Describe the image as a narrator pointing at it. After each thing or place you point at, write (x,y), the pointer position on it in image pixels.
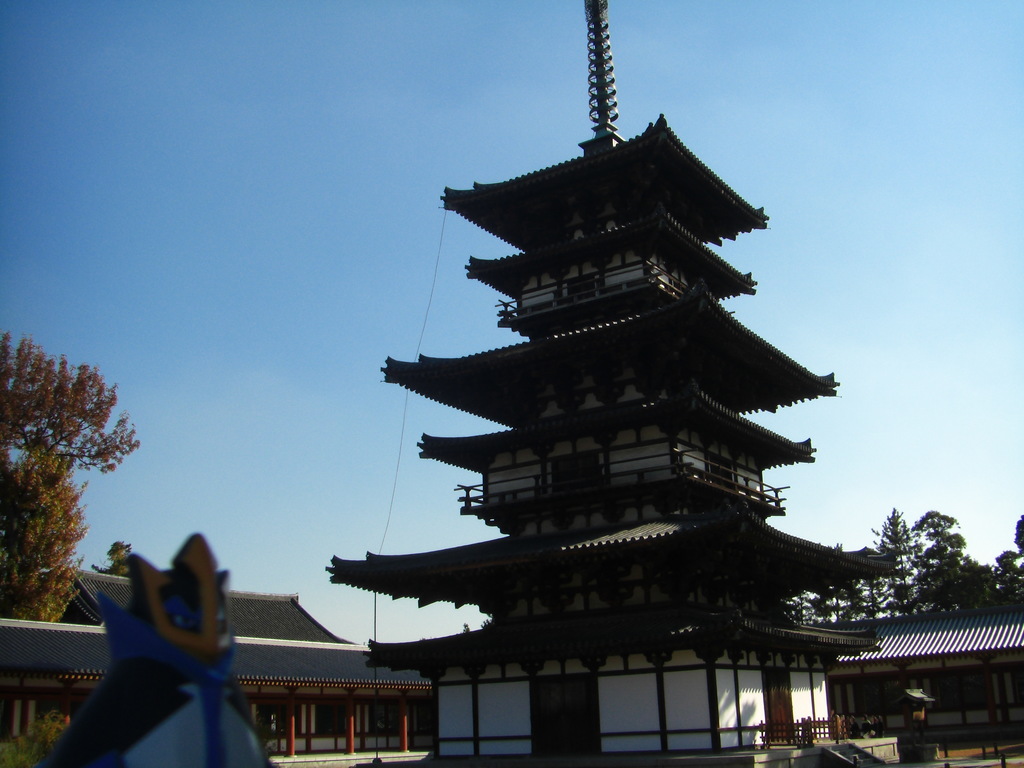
In this image, there are a few buildings (986,642). We can see the fence (781,732) and some stairs (847,748). We can see some poles (401,728). We can see an object (145,662) at the bottom (148,598). There are a few trees (39,398). We can see a wire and the sky (132,86).
